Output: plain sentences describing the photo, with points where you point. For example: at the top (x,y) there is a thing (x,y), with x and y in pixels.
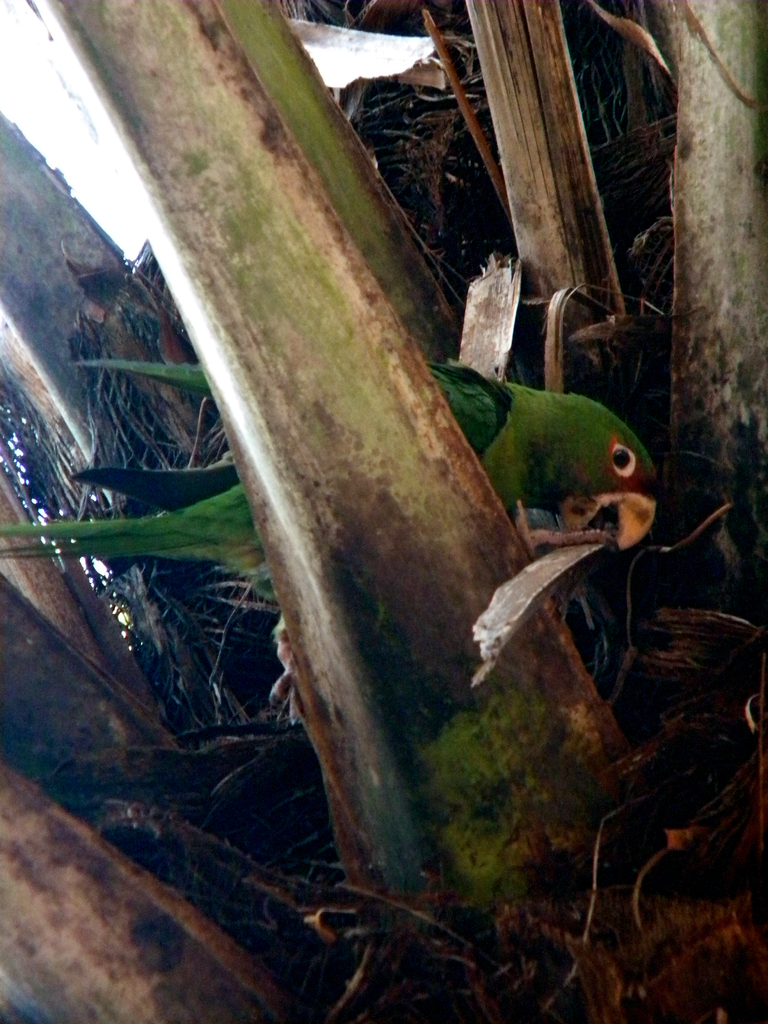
In the image we can see there is a bird (616,455) sitting on the dry tree trunk (435,460).
